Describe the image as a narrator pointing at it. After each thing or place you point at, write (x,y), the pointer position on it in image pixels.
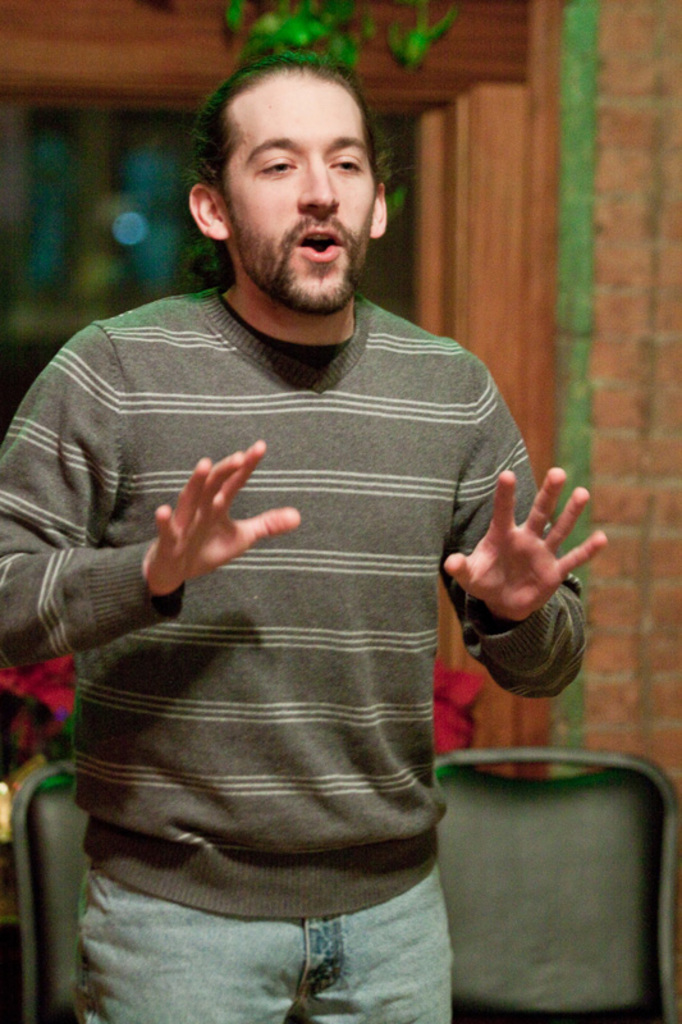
In this image we can see a man (343,612) who is wearing sweater (367,473) with jeans (324,996). Behind him chairs (51,860) and brick wall (646,537) are there.
